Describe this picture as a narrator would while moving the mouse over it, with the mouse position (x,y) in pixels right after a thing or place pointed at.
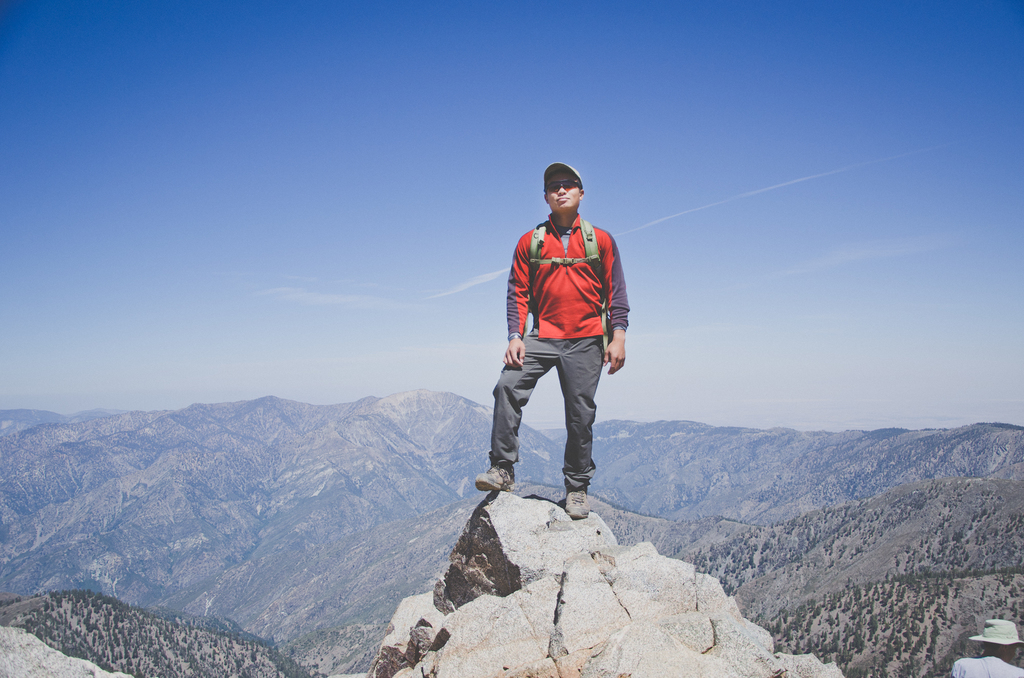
In this image I can see a person (529,304) standing on the rock (567,634). In the background (200,617), I can see the trees (773,551), hills (338,449) and clouds (324,286) in the sky (343,272).
